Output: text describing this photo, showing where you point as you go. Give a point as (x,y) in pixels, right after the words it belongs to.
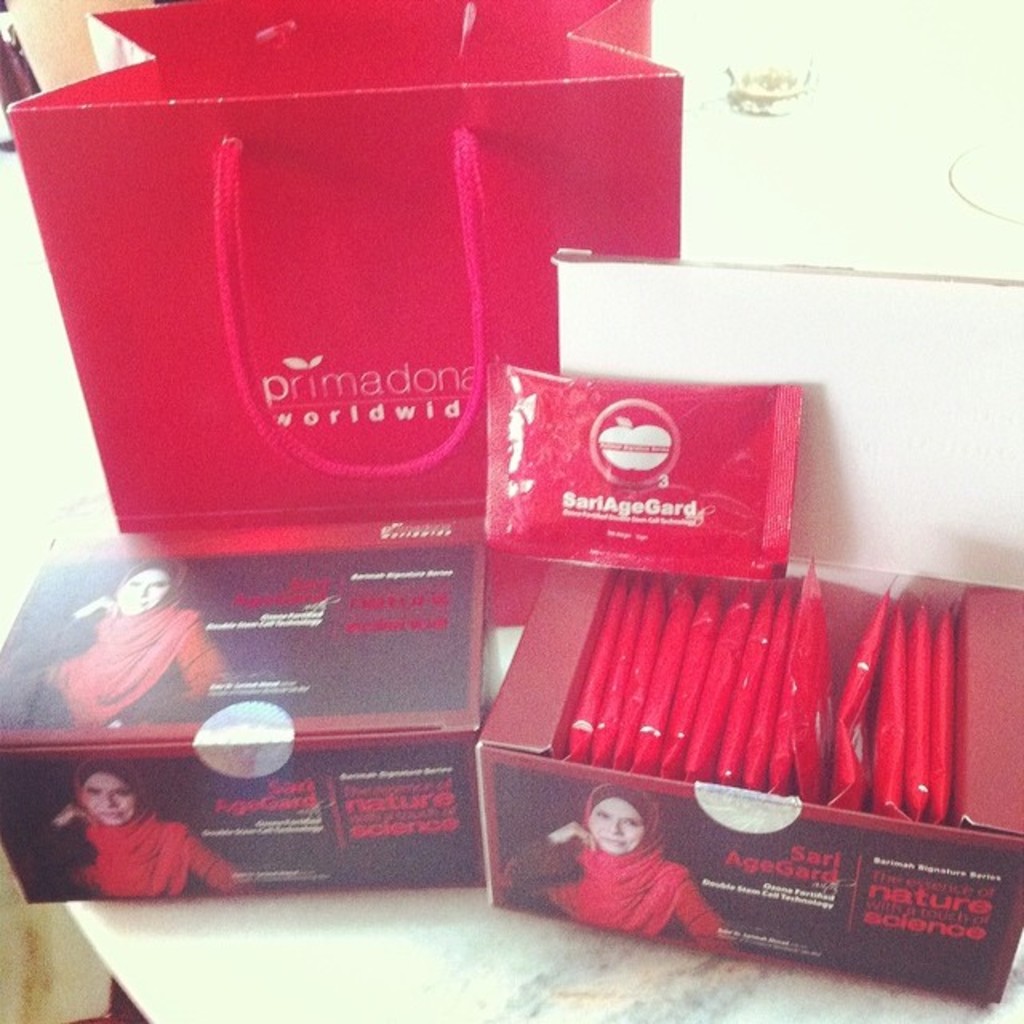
Here I can see two boxes (384,783), a bag (404,483) and some packets (667,636) which are in pink color. These are placed on a table (393,957).
